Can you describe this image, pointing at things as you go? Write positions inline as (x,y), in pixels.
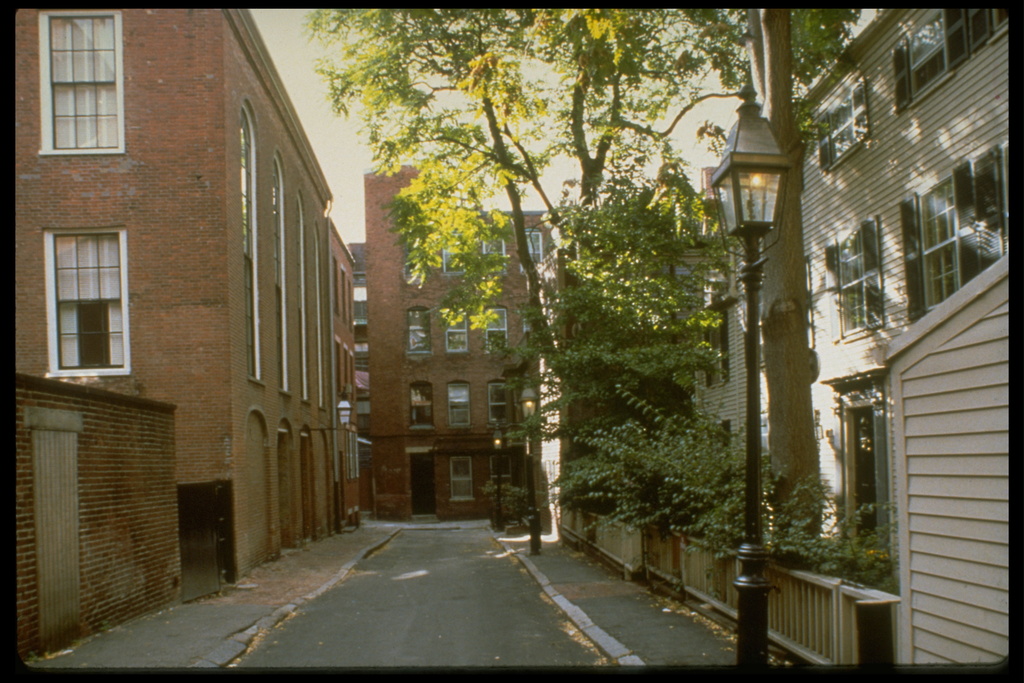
In this image we can see a road (419,602). Both side of the road (500,604) buildings (477,377) are there and one pole (751,628) is present. Right side of the image (745,525) plants (619,426) and trees (578,208) are present.
